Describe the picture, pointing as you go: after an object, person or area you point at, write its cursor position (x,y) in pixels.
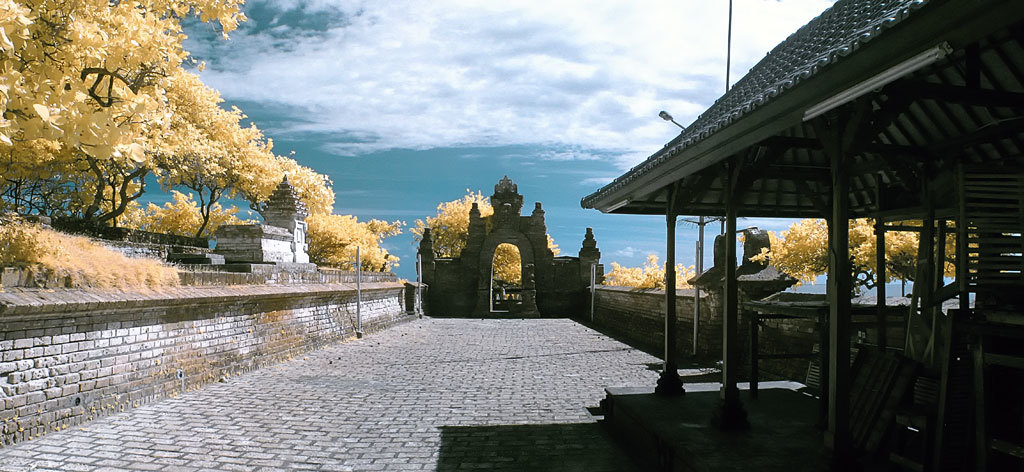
This picture is taken outside. In the center (520,314), there is a lane (531,320) and an entrance (508,259). Towards the left (104,307), there is a wall (237,332) and trees (342,217). The trees (275,183) are in yellow in color. Towards the right (689,158), there is a shed (672,232) with roof tiles (797,48) and it is supported by the pillars (882,289). In the background (815,264), there are yellow trees (815,264) and a sky (547,75) with clouds (487,68).
